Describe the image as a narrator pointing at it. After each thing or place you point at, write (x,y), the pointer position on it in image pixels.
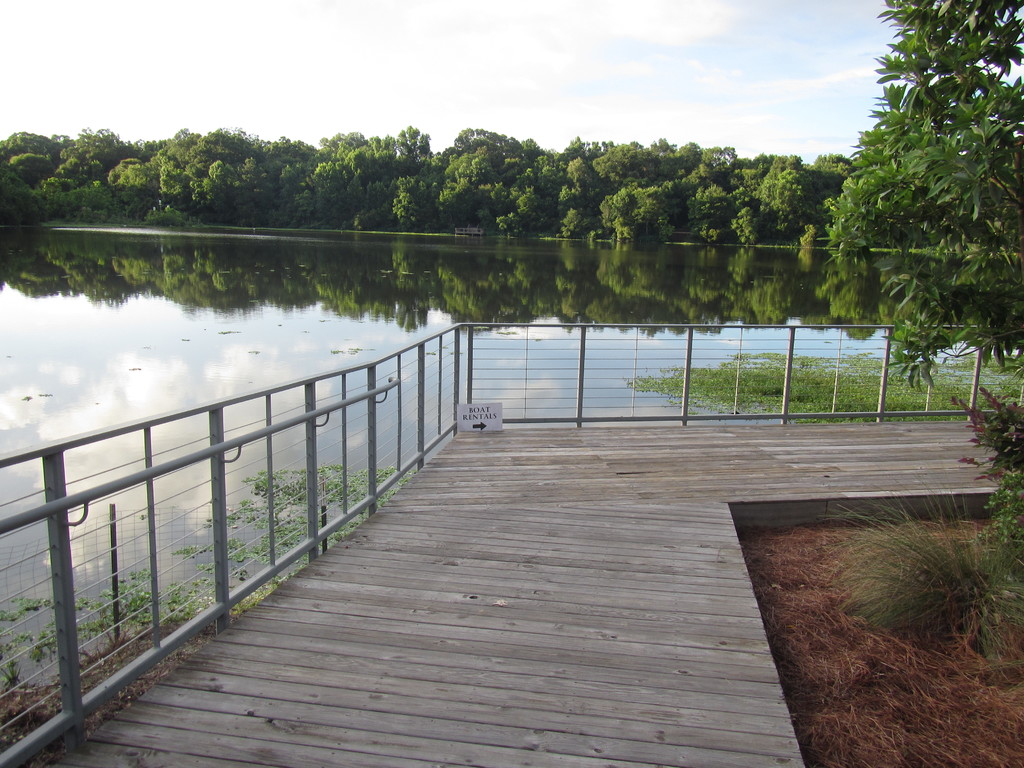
In this image, we can see a path (571,477) beside the lake (277,438). There are some trees (428,190) in the middle of the image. There is a branch (896,208) on the right side of the image (1001,318). There is a sky (627,68) at the top of the image (561,52).
